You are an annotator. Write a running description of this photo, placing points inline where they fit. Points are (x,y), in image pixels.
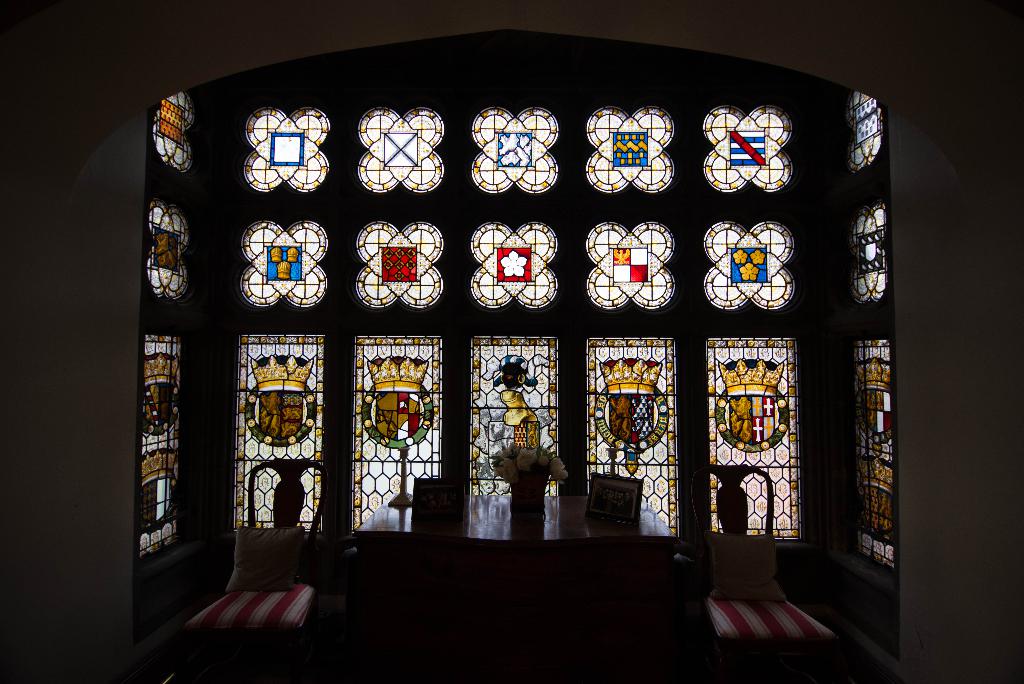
In this picture there is glass window (553,363) in the center of the image (473,407), there is a table (384,504) at the bottom side of the image (519,526), on which there is a flower vase (538,469).
